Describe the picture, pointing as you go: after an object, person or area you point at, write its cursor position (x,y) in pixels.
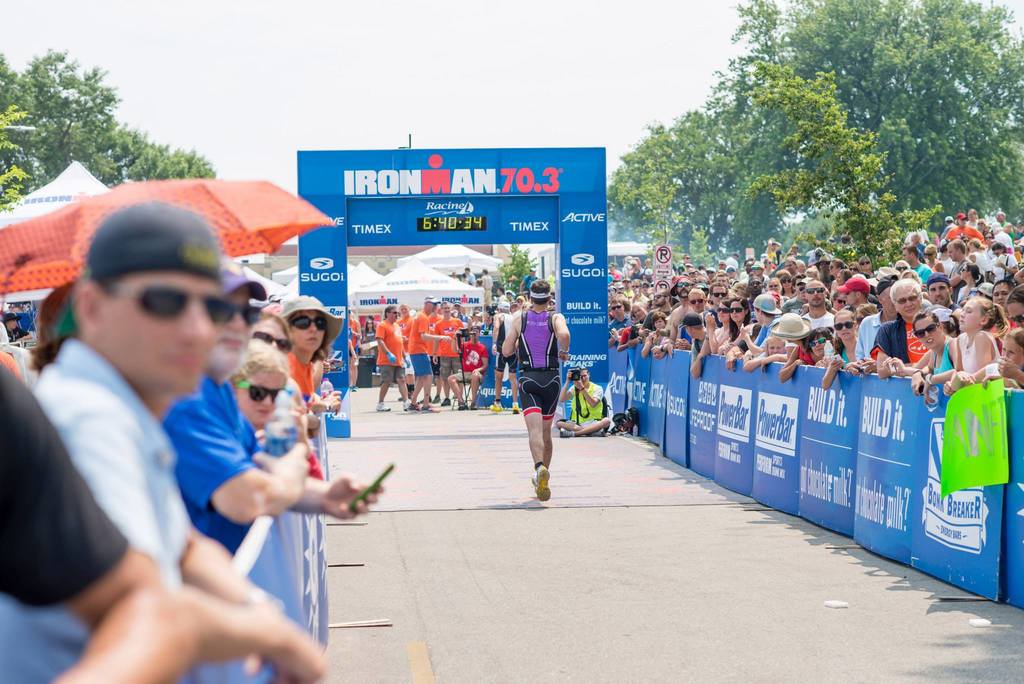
In the foreground (591,445) I can see a crowd (226,389) on the road (595,509), fence (819,469), umbrellas (80,226), tents (447,265), arch (518,220), timer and a person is running on the road (522,488). In the background (381,111) I can see trees (640,241), some objects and the sky (365,115). This image is taken may be during a day.
